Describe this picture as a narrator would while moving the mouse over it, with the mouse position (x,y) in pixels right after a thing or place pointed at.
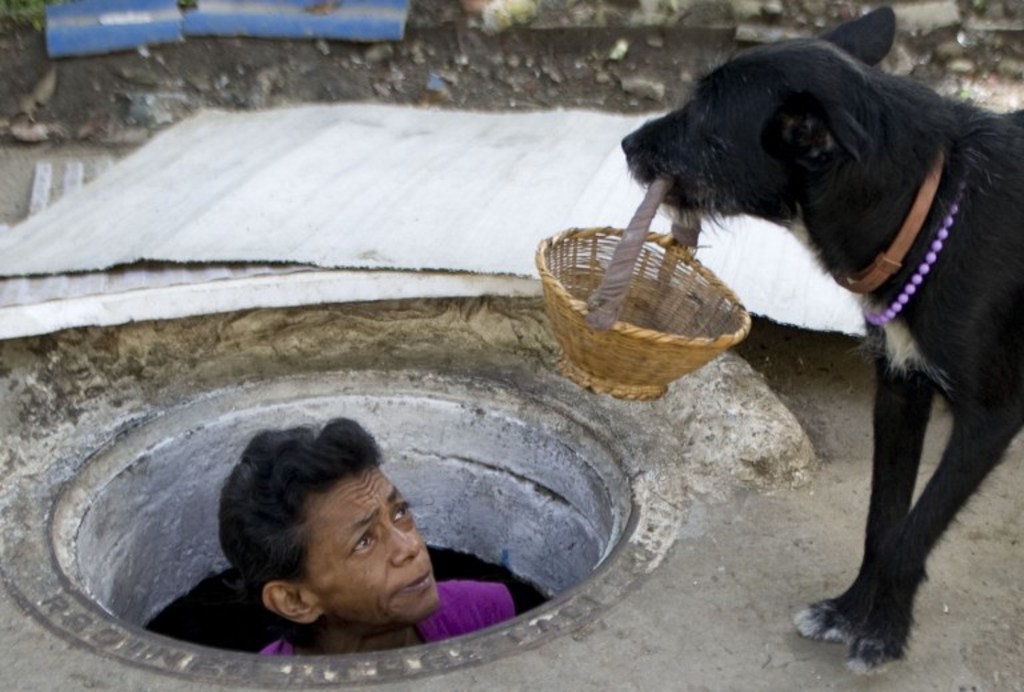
In this image I can see a dog (867,305) is holding a basket (616,355) in mouth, person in a pipe (457,482), metal rods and stones (707,445). This image is taken may be during a day.
